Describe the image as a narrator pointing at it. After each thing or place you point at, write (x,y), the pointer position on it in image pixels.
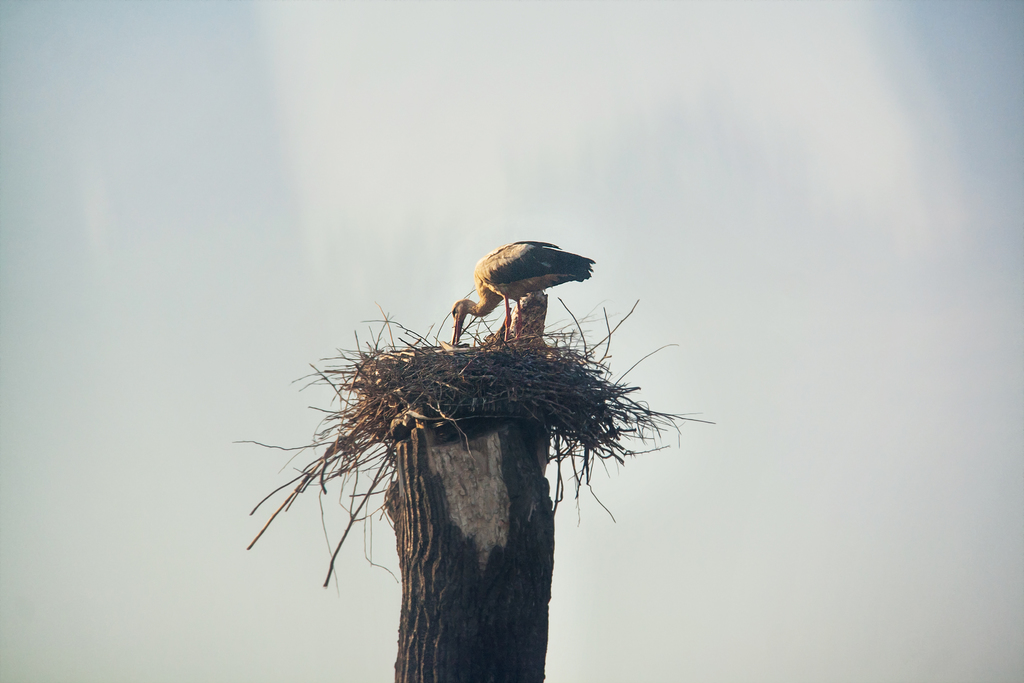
In this picture we can see a bird (493,306) and the nest (458,392). This nest (457,409) is visible on the wooden object (416,661). We can see the sky (306,119) in the background (732,107).
